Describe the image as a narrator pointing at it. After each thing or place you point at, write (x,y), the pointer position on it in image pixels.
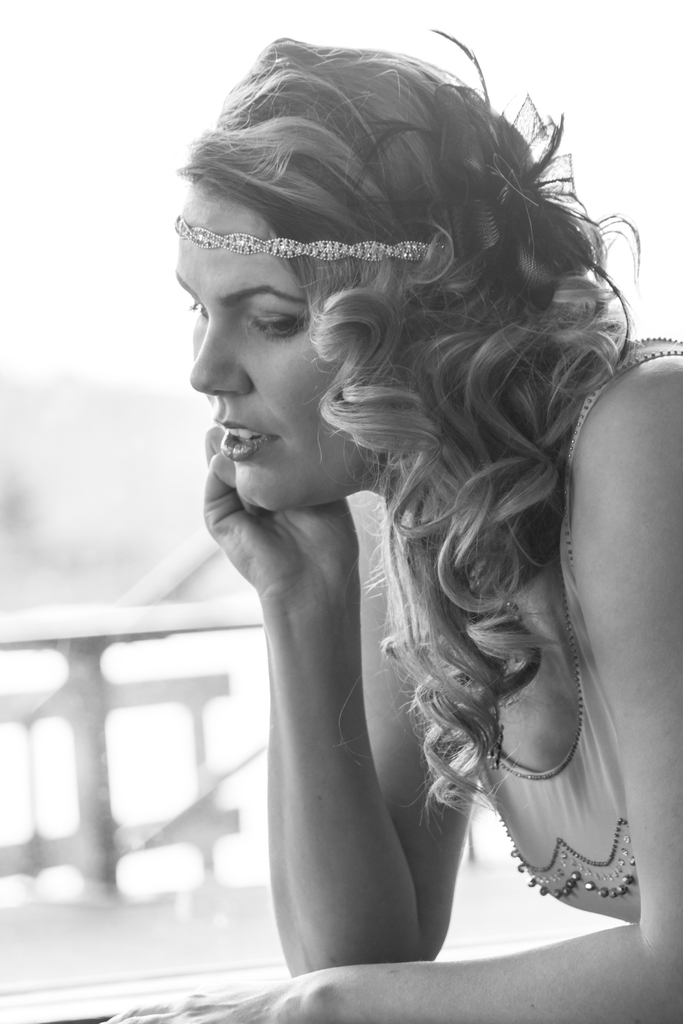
In the foreground of this black and white image, there is a woman (417,568) on the right (648,565) and the background (183,773) image is blur.
